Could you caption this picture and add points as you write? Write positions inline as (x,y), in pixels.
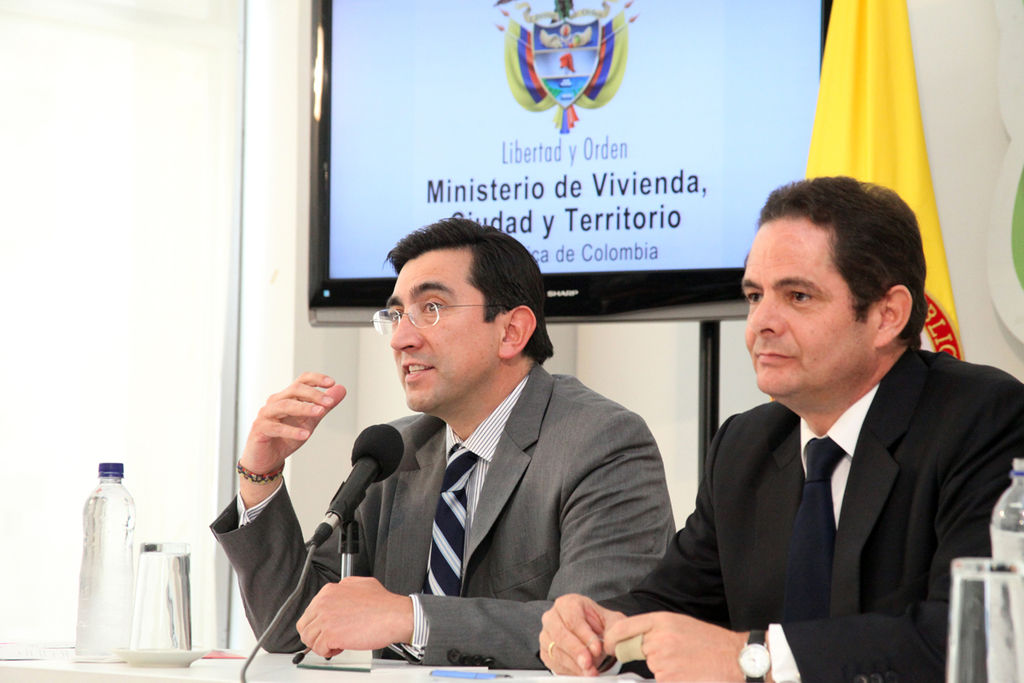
In this image left side (332,605) person (292,400) is talking in the mike (373,474) and the right side (719,592) person (802,393) is sitting on the chair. On the table (106,664) there are two water bottles (128,645), two glasses (953,615) and one pen (476,677). At the back side (476,108) there is a TV (636,161) and beside the TV (733,88) there is a flag (882,109).
